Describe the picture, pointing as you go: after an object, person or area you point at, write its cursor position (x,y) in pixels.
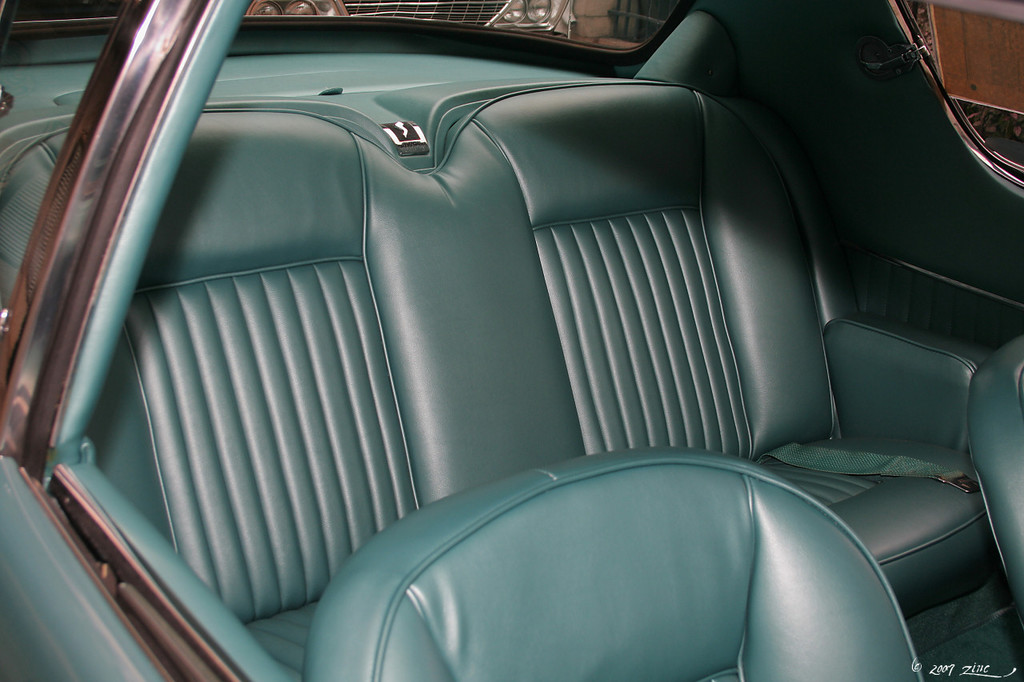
In this image there are some interiors (749,273) of a car (173,286). There are cars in the background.
